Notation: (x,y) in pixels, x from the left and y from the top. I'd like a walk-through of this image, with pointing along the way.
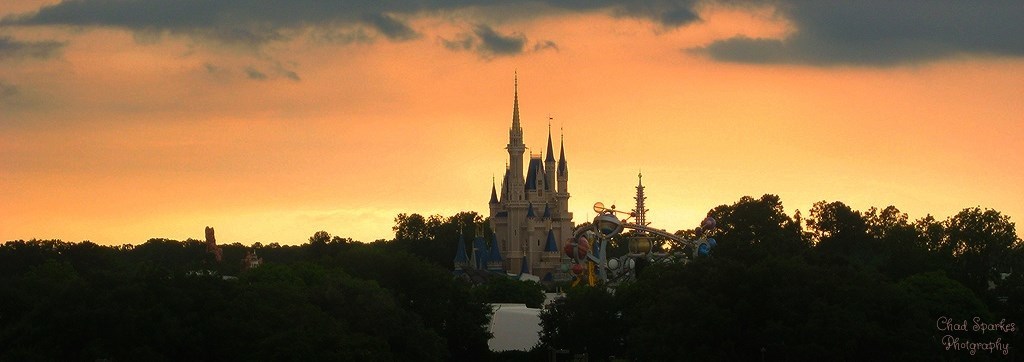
In the center of the image (563,234) there is a building (552,263) and we can see a fun ride (595,241). In the background (366,257) there are trees (719,268) and sky (669,112).
